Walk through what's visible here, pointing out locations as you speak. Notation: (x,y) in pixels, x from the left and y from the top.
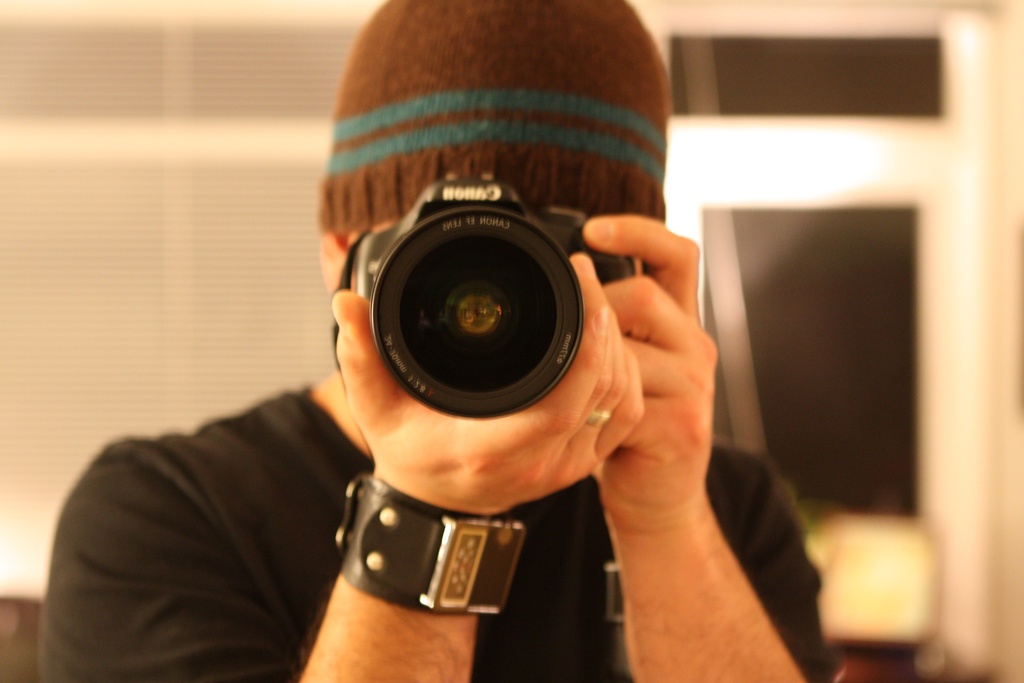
In the center of the image (651,234) we can see a man (510,523) standing and holding a camera (496,335) in his hand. In the background (872,241) there is a door (829,234).
